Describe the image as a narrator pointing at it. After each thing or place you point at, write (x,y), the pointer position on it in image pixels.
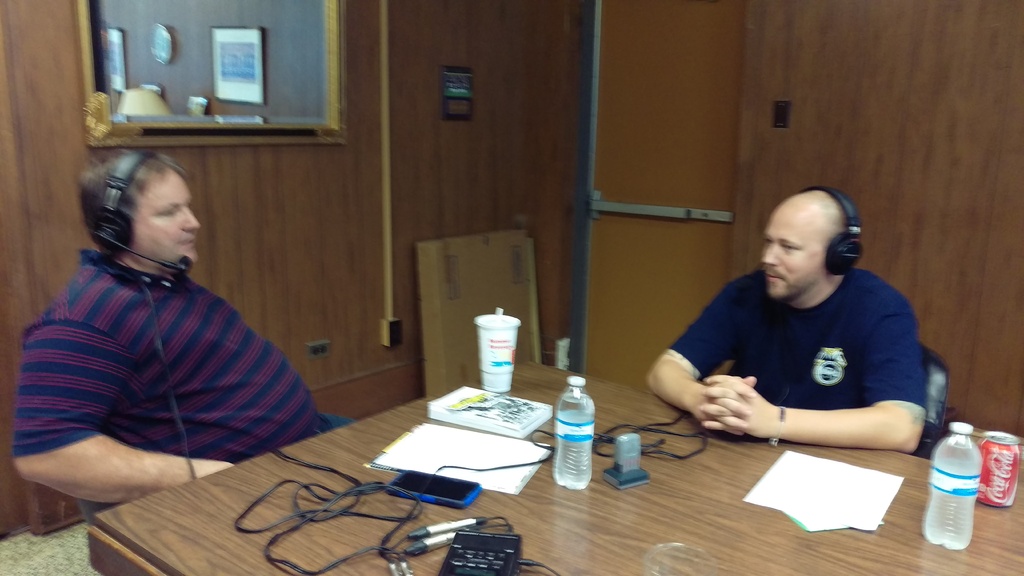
In this image there is a man (84,482) sitting in the chair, another man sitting in the chair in the table (886,558) there are mobile phones (391,493), pens (455,533), calculator (474,533), papers (516,447), book (501,409), glass (495,384), bottle (583,416), tin (990,447) and at back ground (190,33) there is a mirror (186,52), frame (226,41) attached to the wall (757,47) and a door (656,188).
